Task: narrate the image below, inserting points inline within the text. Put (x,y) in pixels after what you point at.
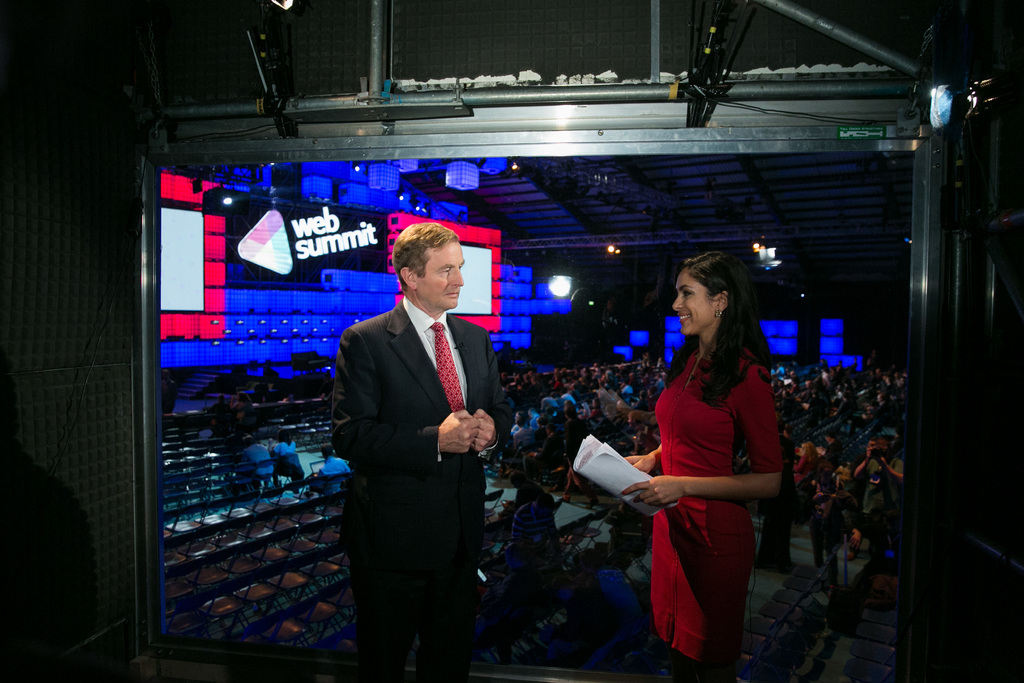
In this image I see a man (409,330) who is wearing suit (424,475) and I see a woman (726,464) who is wearing red color dress (667,424) and she is holding papers (603,476) in her hands (640,457) and I see that she is smiling and I see that both of them are standing. In the background (819,444) I see number of people (835,482) in which few of them are holding cameras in their hands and I see something is written over here and I see the lights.
